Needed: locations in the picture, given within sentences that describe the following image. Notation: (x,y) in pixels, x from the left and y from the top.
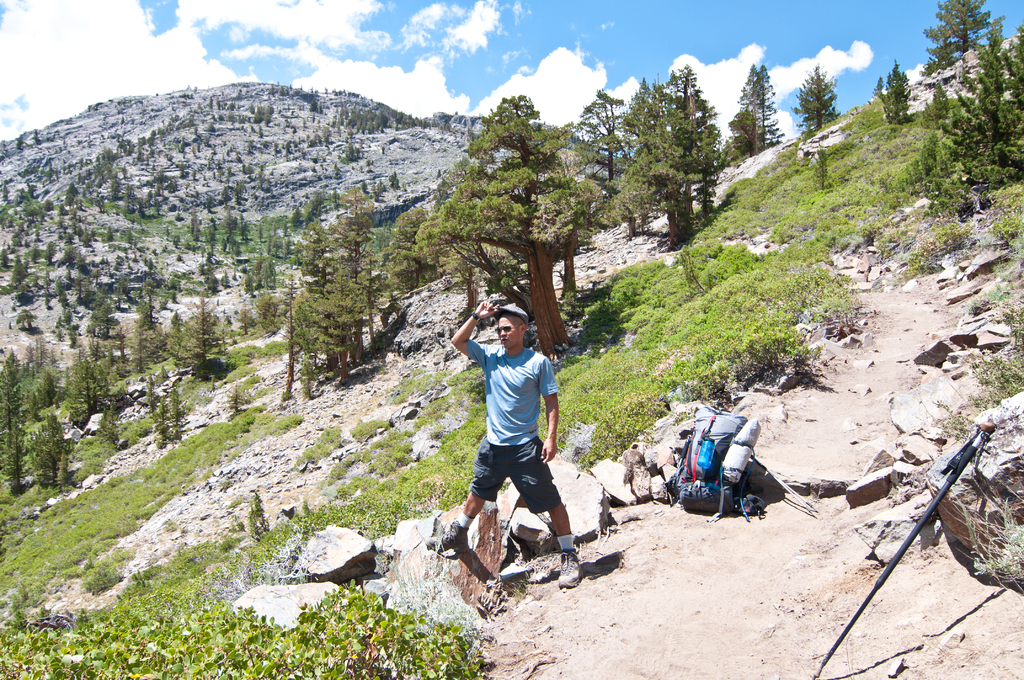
In this image, we can see a person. We can see the ground (677,585) with some grass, plants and trees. We can also see some objects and a hill (327,136). We can see the sky (489,110) with clouds (529,83).
